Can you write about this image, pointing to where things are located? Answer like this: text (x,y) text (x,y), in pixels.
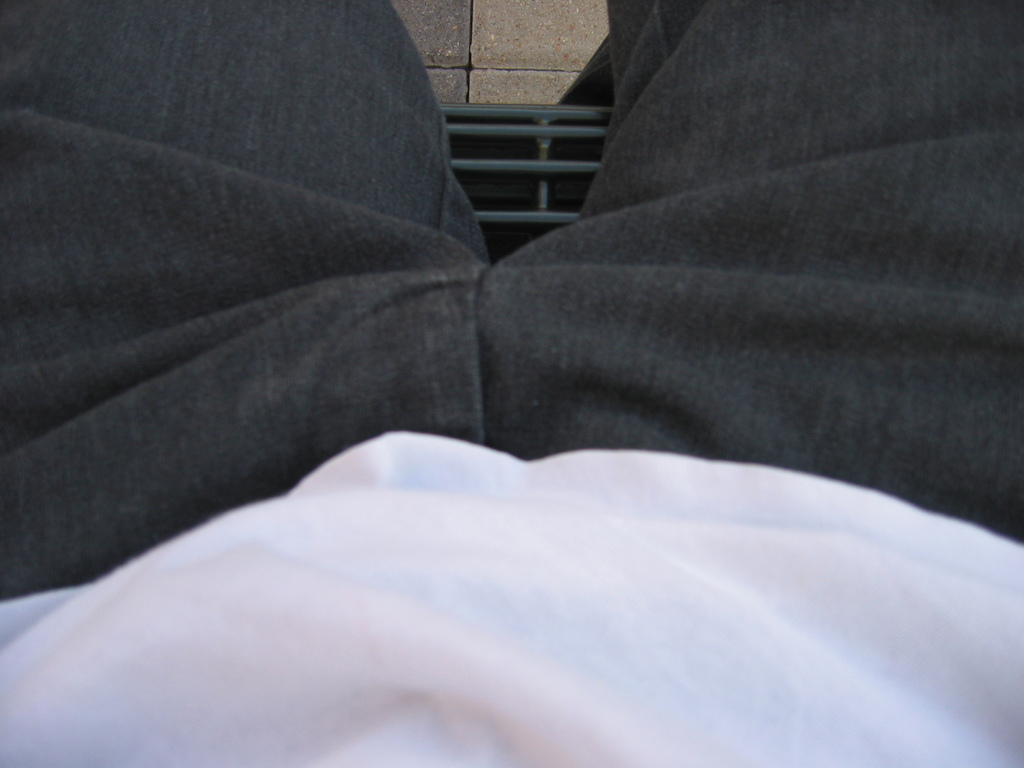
There is a person (618,517) sitting and we can see floor (487,49).
